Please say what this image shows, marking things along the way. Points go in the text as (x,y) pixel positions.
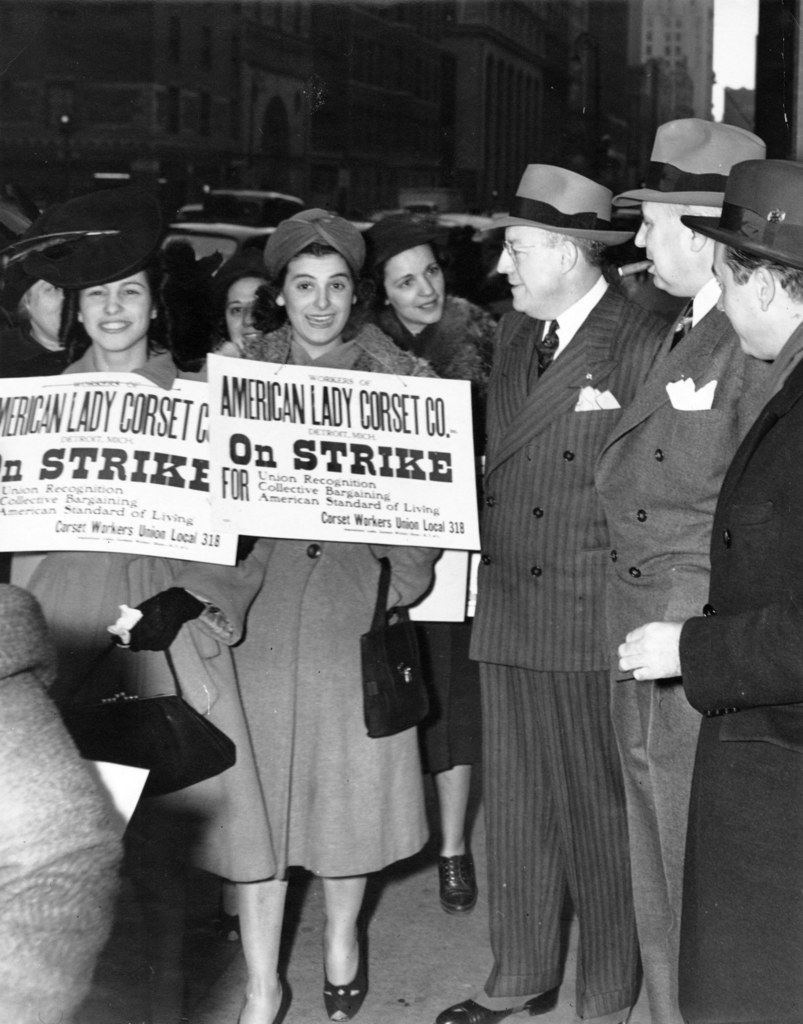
In this image we can see so many people (338,586) are standing, in these two people (320,664) were holding the bags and poster (199,386) in their hands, some text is written on it, on the background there are so many buildings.
